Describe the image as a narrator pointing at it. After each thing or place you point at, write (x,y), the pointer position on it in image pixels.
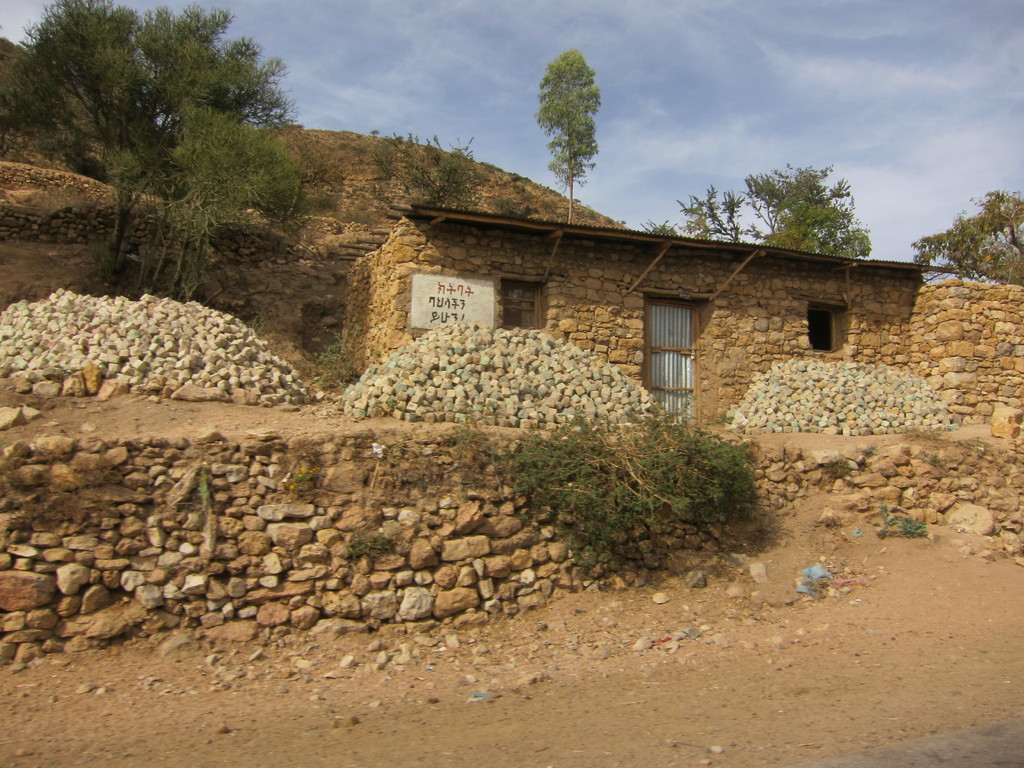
This looks like a house (542,314) with a window (526,309) and a door (689,309). These are the rocks (455,379). I think this is the hill (347,165). These are the trees (564,155). This is the sky (815,77).
